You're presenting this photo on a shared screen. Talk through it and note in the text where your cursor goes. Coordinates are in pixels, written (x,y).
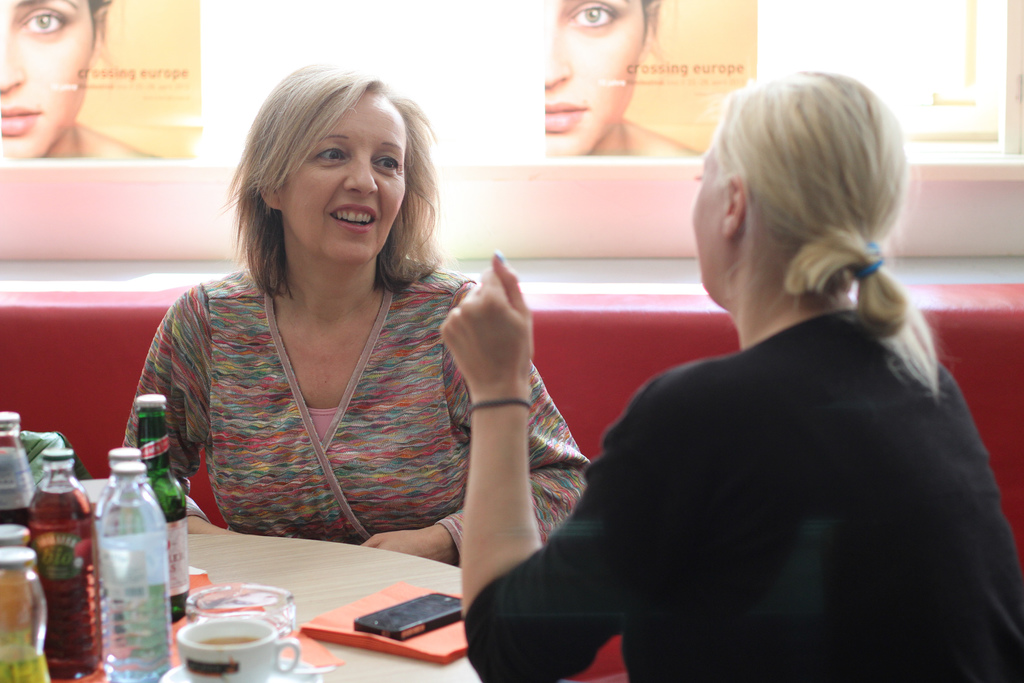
In this image we can see two people (542,409) sitting on a couch (575,341), there is a table (295,559), on the table (280,559) there are few bottles (140,572), a cellphone (376,623), a coffee cup (231,651) and in the background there is a wall (461,103) with poster (552,73).
